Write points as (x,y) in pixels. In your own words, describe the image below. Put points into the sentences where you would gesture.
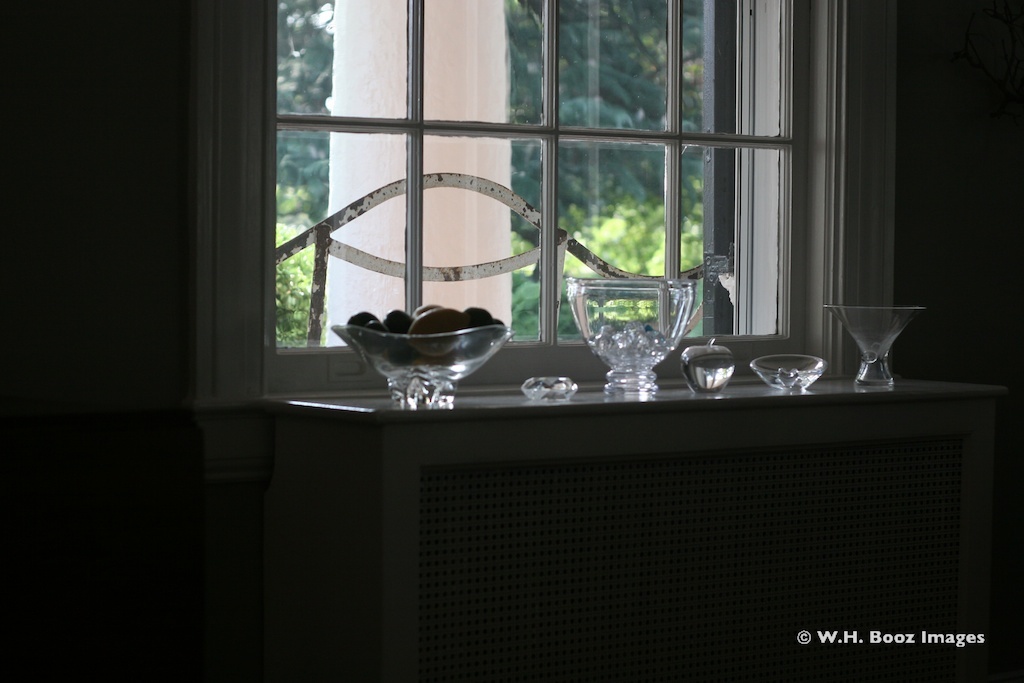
In this picture I can see few glass bowls (628,347) in the middle (511,353) and also there is a window (553,216), outside this window (302,178) there are trees (576,162) and the pillar (488,228). There is the watermark (805,635) in the bottom right hand side (949,642).
